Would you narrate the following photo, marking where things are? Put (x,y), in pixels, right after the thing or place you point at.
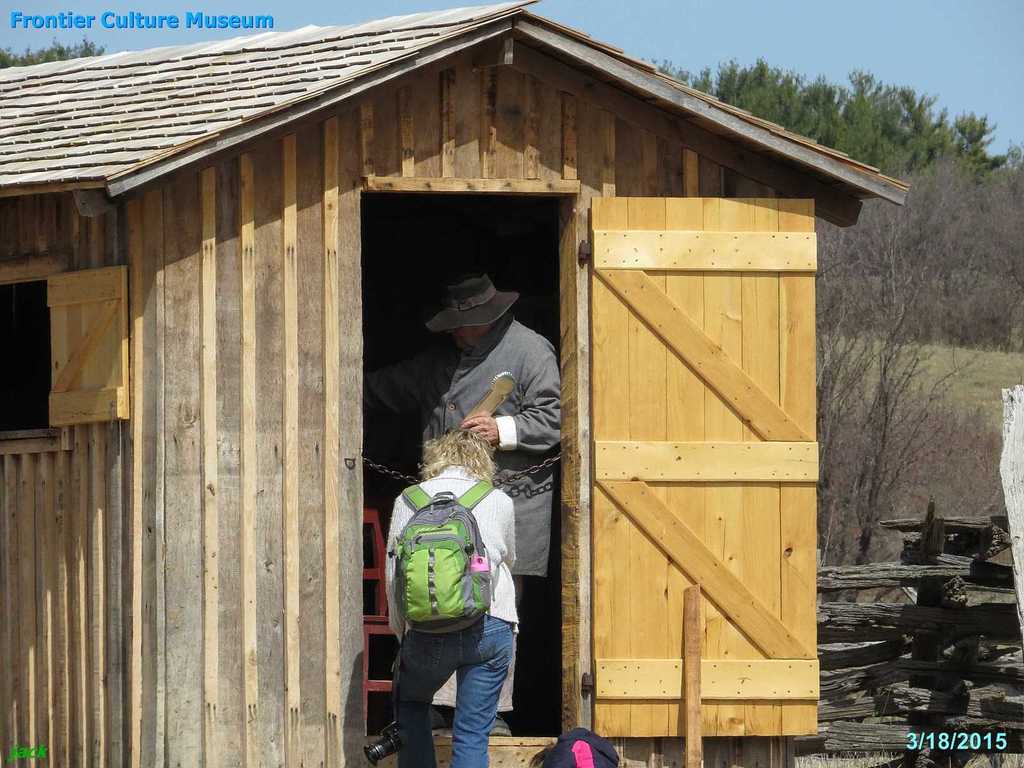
As we can see in the image there is a sky (874,40), trees (913,175), wooden house (331,341) and two people (489,374) over here.
